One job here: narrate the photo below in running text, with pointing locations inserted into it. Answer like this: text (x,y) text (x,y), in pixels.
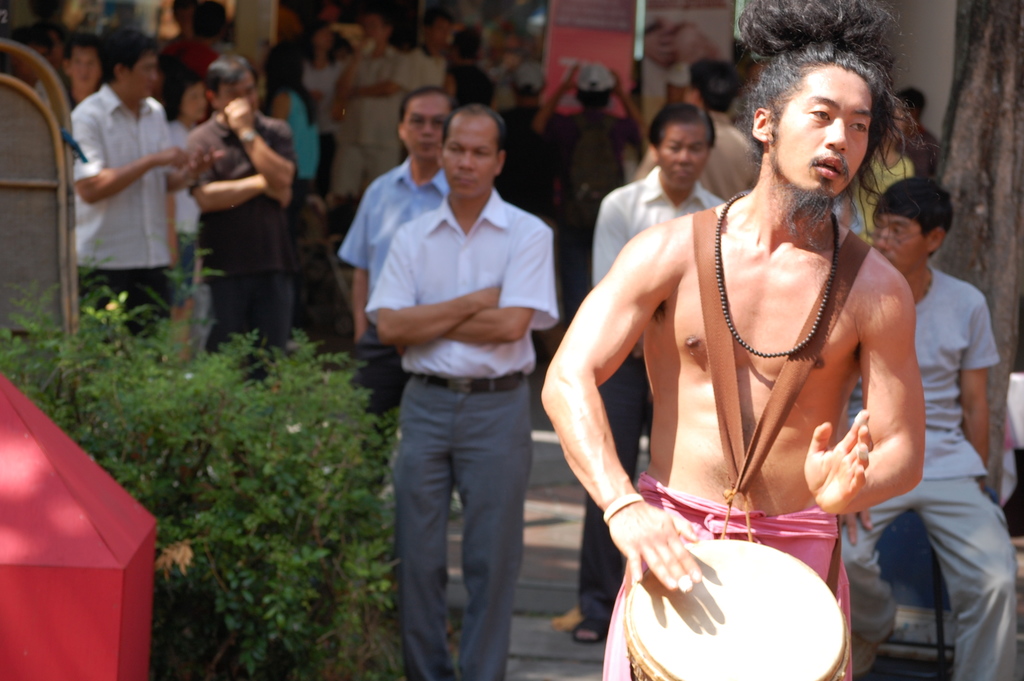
In this picture there are people (779,85), among them there is a man (683,562) playing a drum (660,594) and we can see plants (182,534), objects (138,509) and tree trunk (994,335). In the background of the image (711,19) we can see boards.
